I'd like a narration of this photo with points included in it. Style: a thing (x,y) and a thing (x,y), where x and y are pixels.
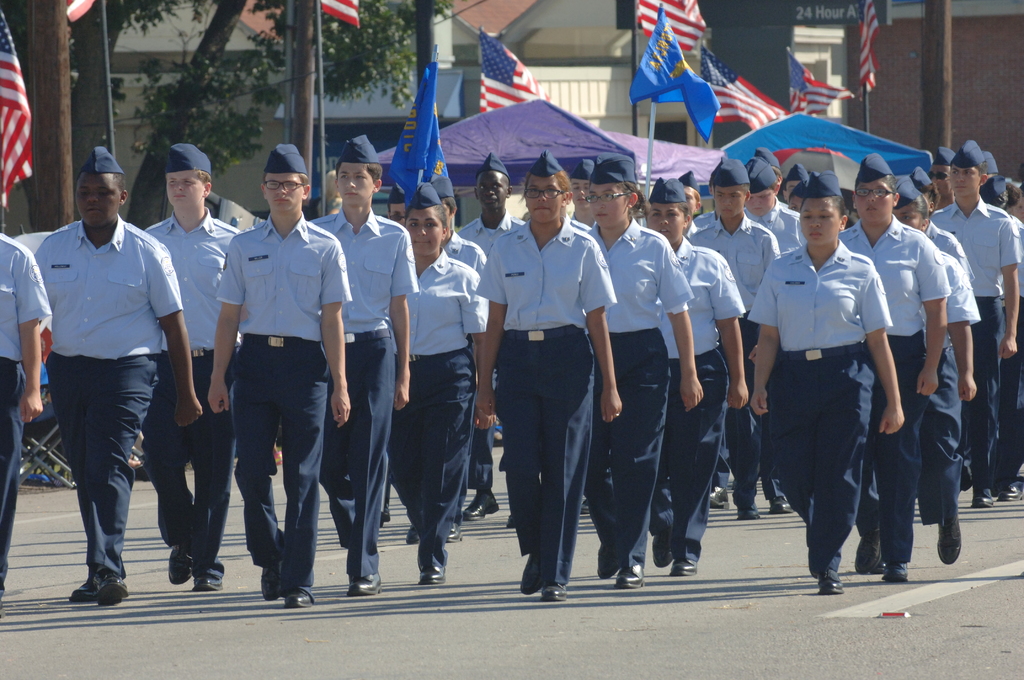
In this image there are group of people (303,462) marching, and in the background (912,7) there are flags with poles (941,45), tent (519,113), building (616,107), trees (129,30).
